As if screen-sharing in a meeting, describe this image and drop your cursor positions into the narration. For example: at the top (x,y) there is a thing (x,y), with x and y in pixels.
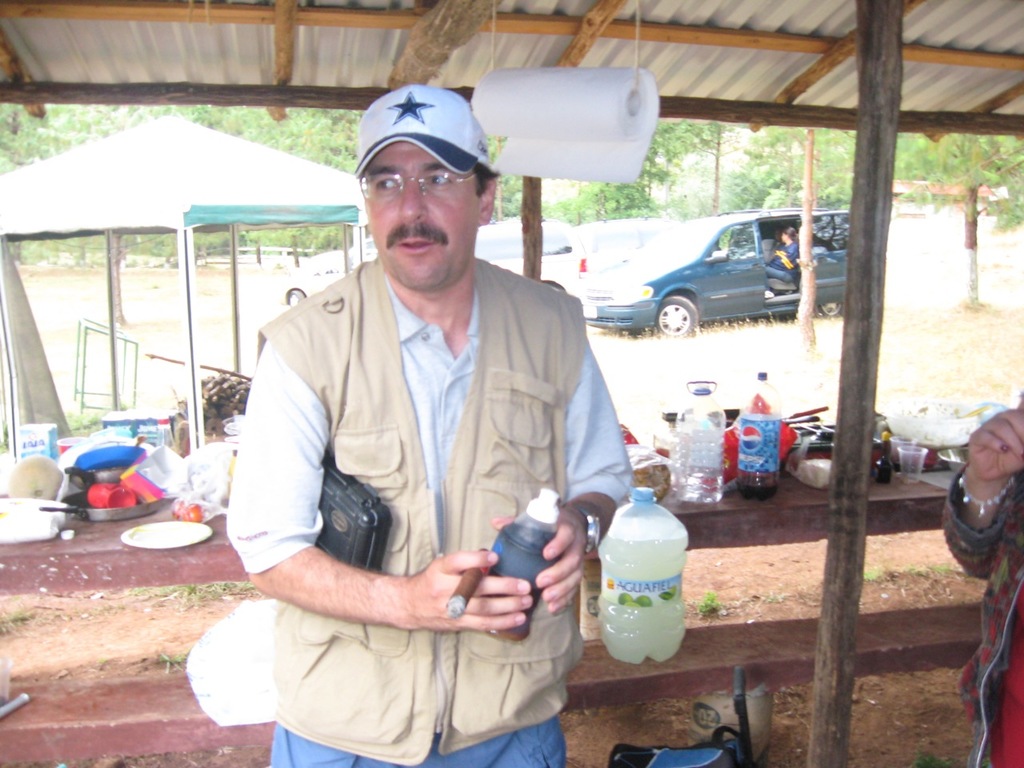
In this image there is a person (376,336) wearing cap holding bottle (518,519) and smoke (470,596) in his hands (445,578) and at the left side of the image (53,507) there are dishes (140,499) and at the right side of the image (725,282) there is a vehicle (838,267).
